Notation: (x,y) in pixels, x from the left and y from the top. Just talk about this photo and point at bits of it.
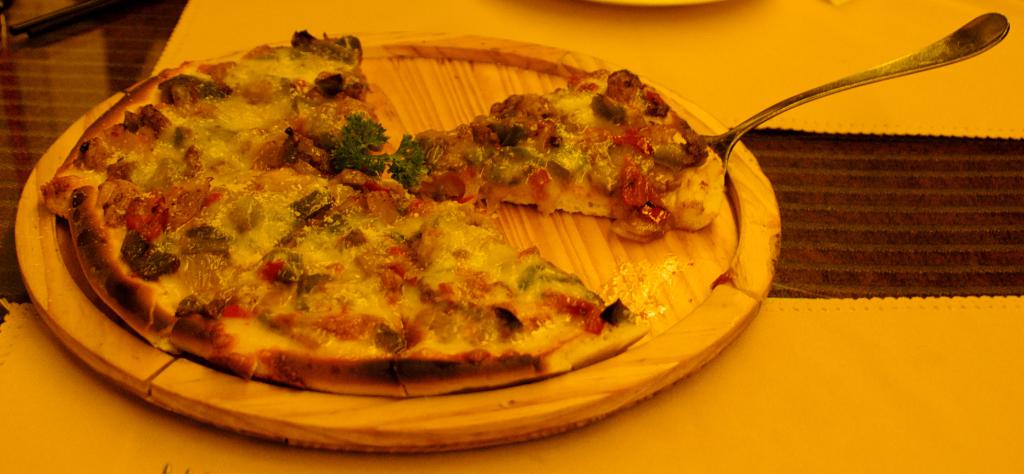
In this image there is a wooden plate (572,395) on which there is a pizza (393,201). On the right side (694,179) there is a piece (554,144) of pizza (563,159) on the spoon (737,136).
